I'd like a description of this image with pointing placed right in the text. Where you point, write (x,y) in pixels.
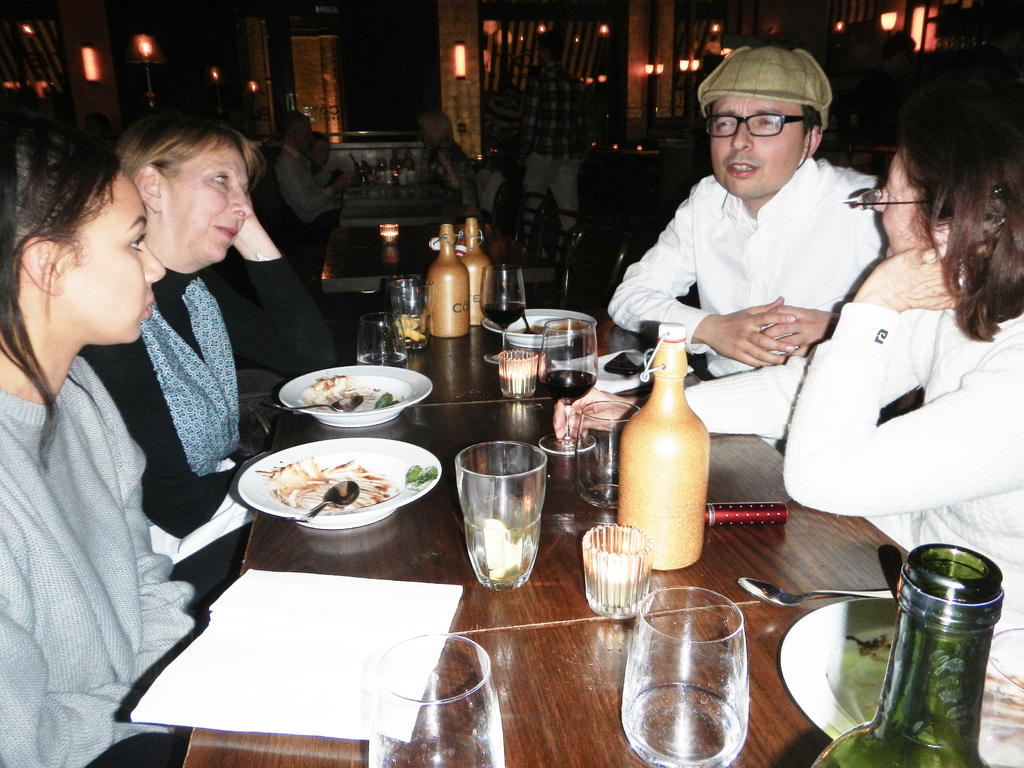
In this image we can see people (248,352) sitting on chairs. There is a table (566,640) on which there are glasses (402,306), bottles (680,405), plates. In the background of the image (369,15) there is wall (444,30) with mirror (200,84) and lights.
